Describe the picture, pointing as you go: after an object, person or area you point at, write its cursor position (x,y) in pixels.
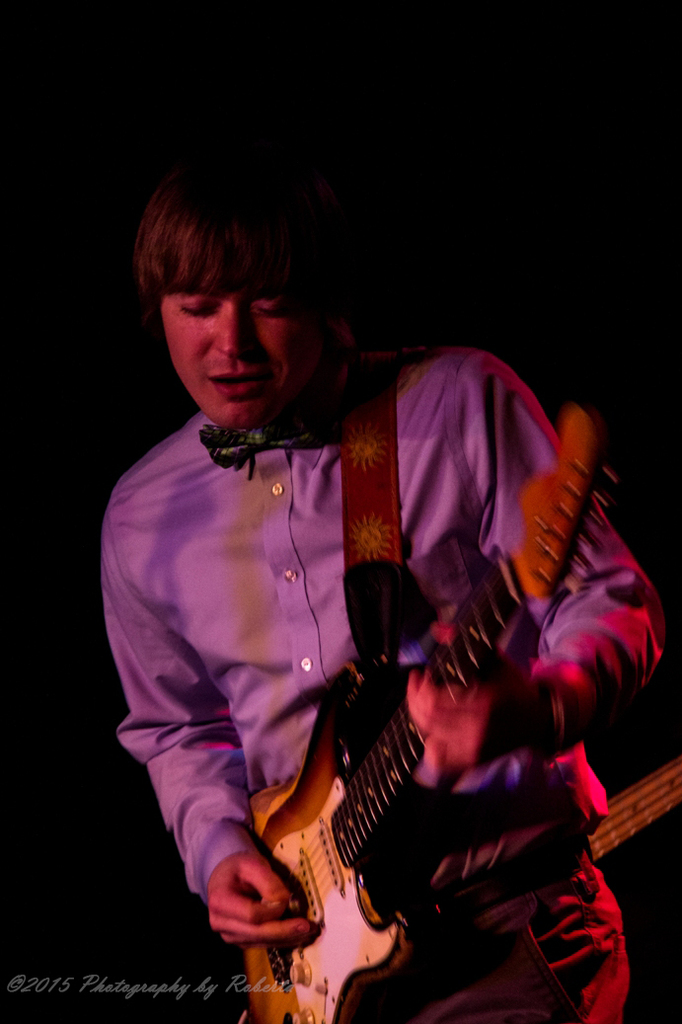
In this image I can see a person (225,470) wearing the violet shirt (311,537) and he is playing the guitar (340,812). In the back (394,263) the image is black.
